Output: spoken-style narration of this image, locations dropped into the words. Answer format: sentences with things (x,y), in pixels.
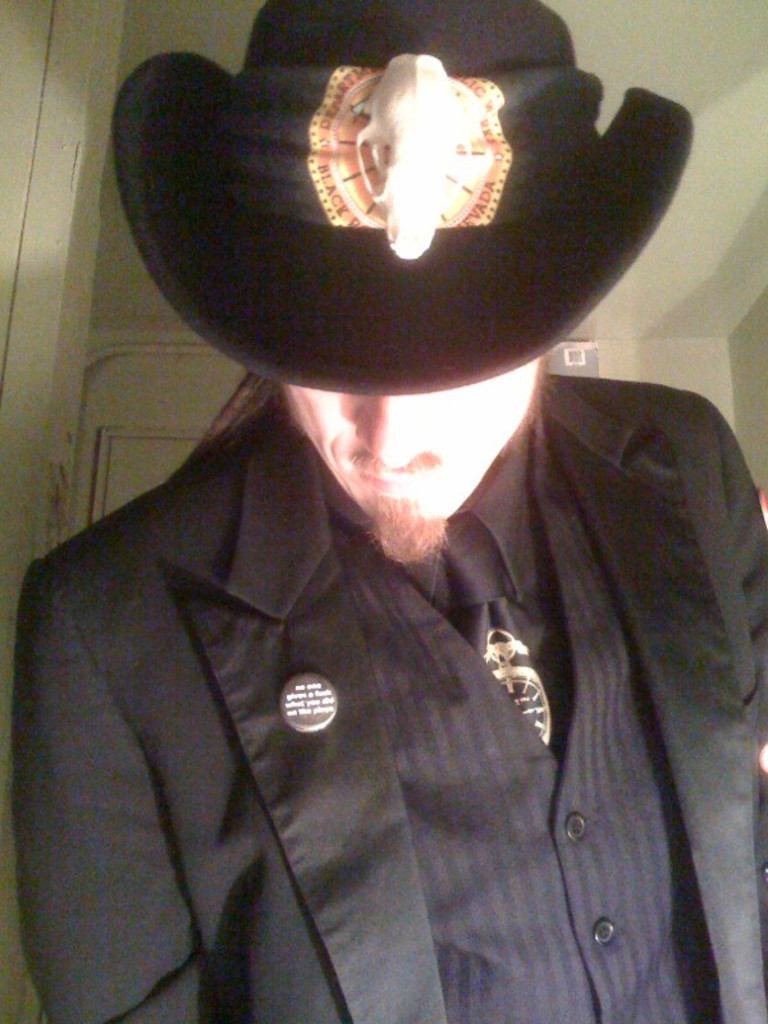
In this picture, we see the man (463,784) in black shirt (522,812) and black blazer (336,714) is wearing a black hat (387,355). Behind him, we see a white wall (13,206) and a white door (179,406). This picture is clicked inside the room (752,159).
